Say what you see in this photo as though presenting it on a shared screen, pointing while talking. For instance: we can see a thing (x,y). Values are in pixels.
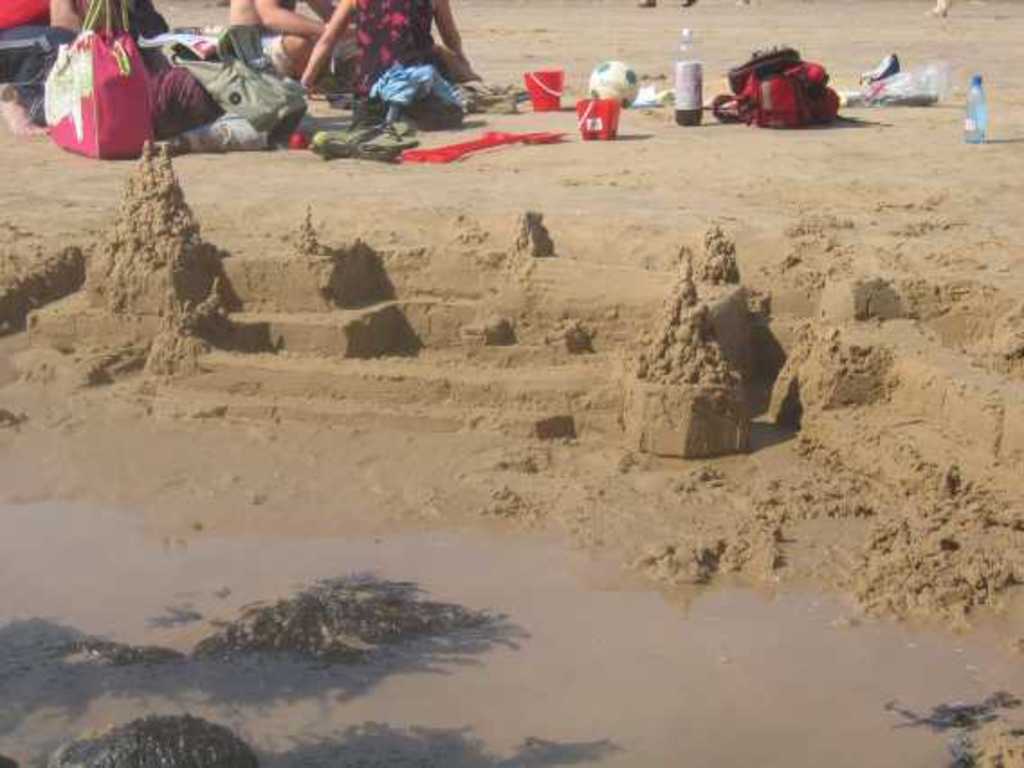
In this image, there are three persons (394,54) wearing colorful clothes (47,70). These three persons (376,15) are sitting on the ground (397,420). There is a water (398,567), luggage (248,111), ball (617,79) and footwear (385,154) on the ground (436,144). There are two buckets (557,97) and two water bottles (699,99) on the ground (667,166).
